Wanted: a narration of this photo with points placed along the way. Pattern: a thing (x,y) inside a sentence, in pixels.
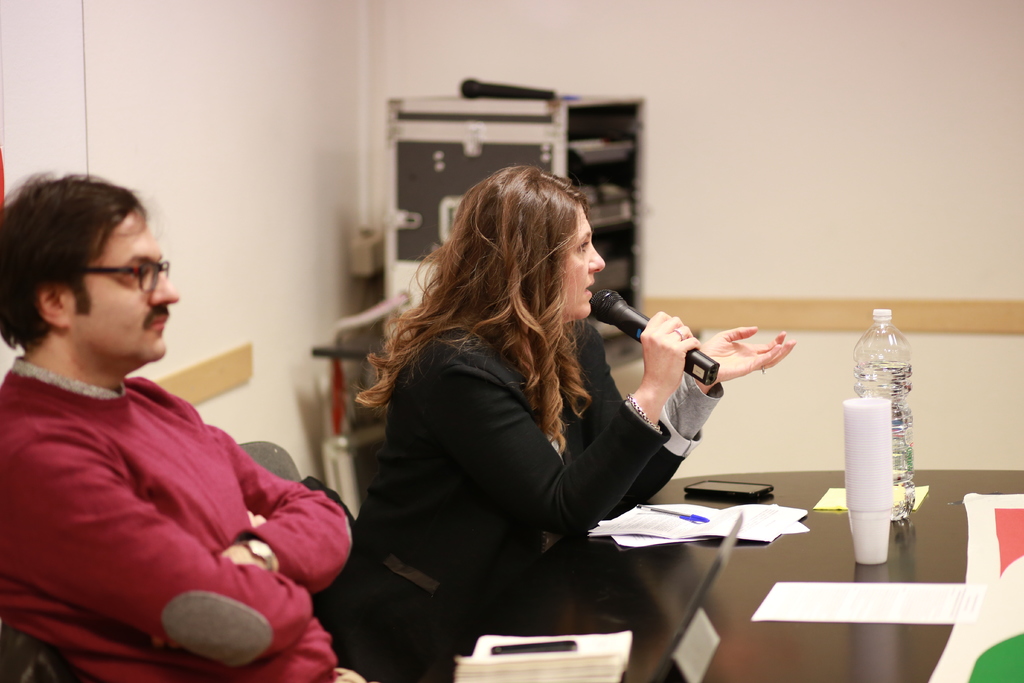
In the image there are two people (622,493) sitting in front of a table (775,676) and the woman (539,382) is speaking something, on the table (739,553) there are papers (790,612), a mobile (703,489), glasses (859,496), a water bottle (897,382) and other things (679,619). In the background (394,180) there are some gadgets (504,147) and behind that there is a wall (845,125).
